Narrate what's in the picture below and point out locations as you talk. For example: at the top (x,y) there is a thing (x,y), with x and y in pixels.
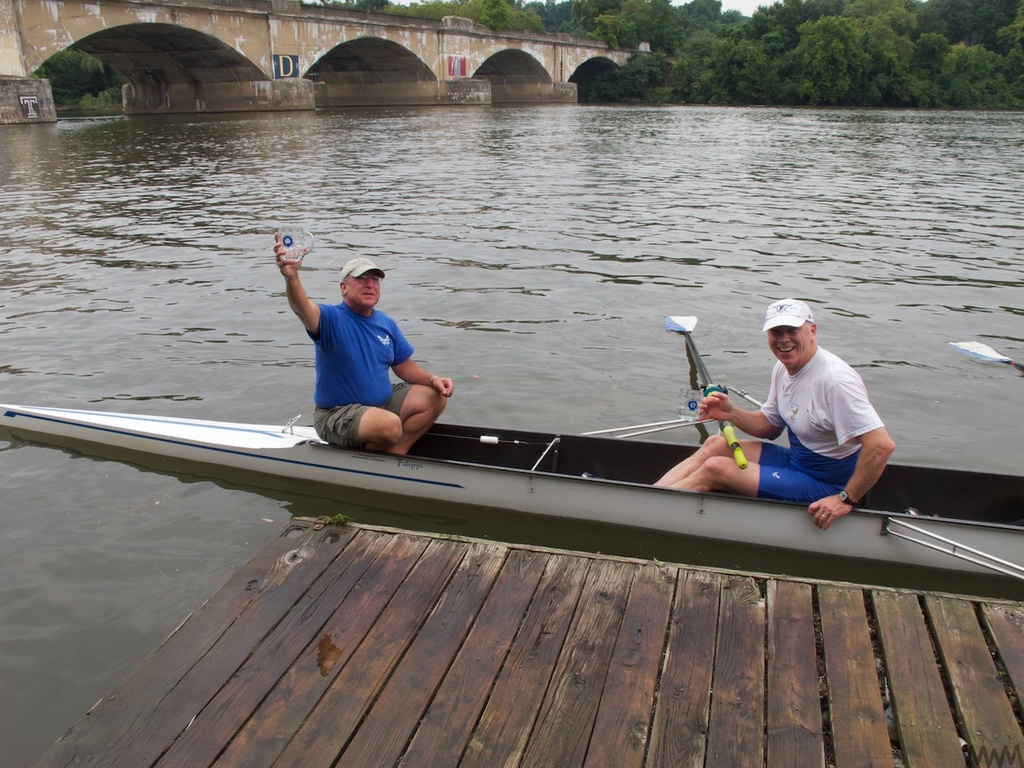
In this image we can see few people (783,474) sitting on the watercraft (782,507). We can see the lake (480,178) in the image. There are many trees (790,57) in the image. We can see the sky (747,11) in the image. There is a bridge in the image.
